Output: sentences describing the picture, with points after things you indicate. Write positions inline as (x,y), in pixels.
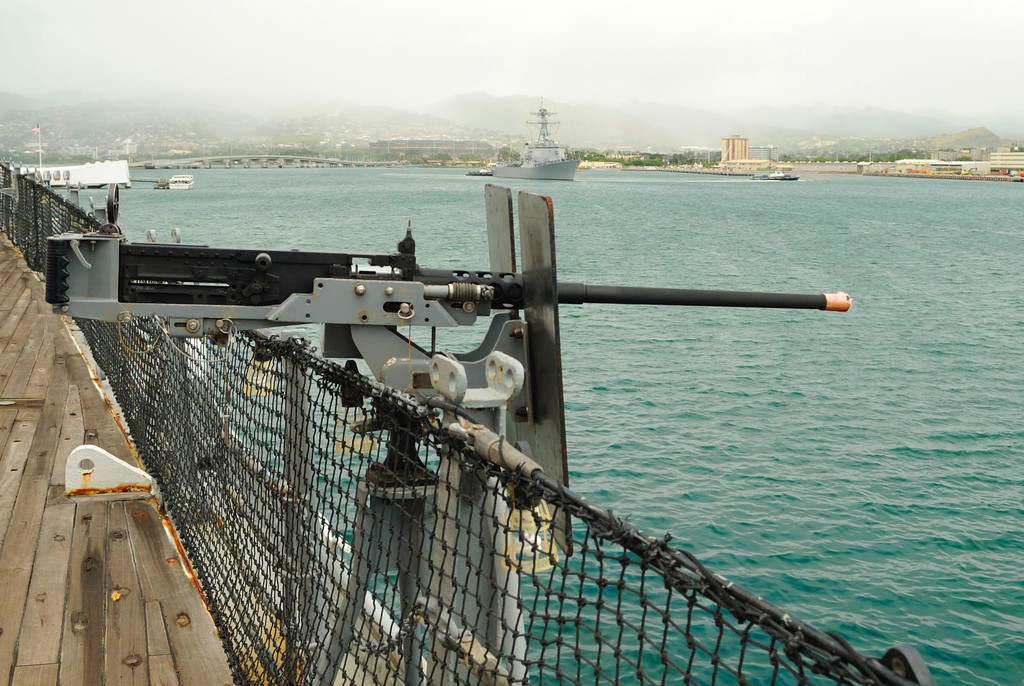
On the left side (103,451) there is a ship (122,485) and in the background (136,205) there are ships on the sea (941,181) and there are mountains (698,123).
